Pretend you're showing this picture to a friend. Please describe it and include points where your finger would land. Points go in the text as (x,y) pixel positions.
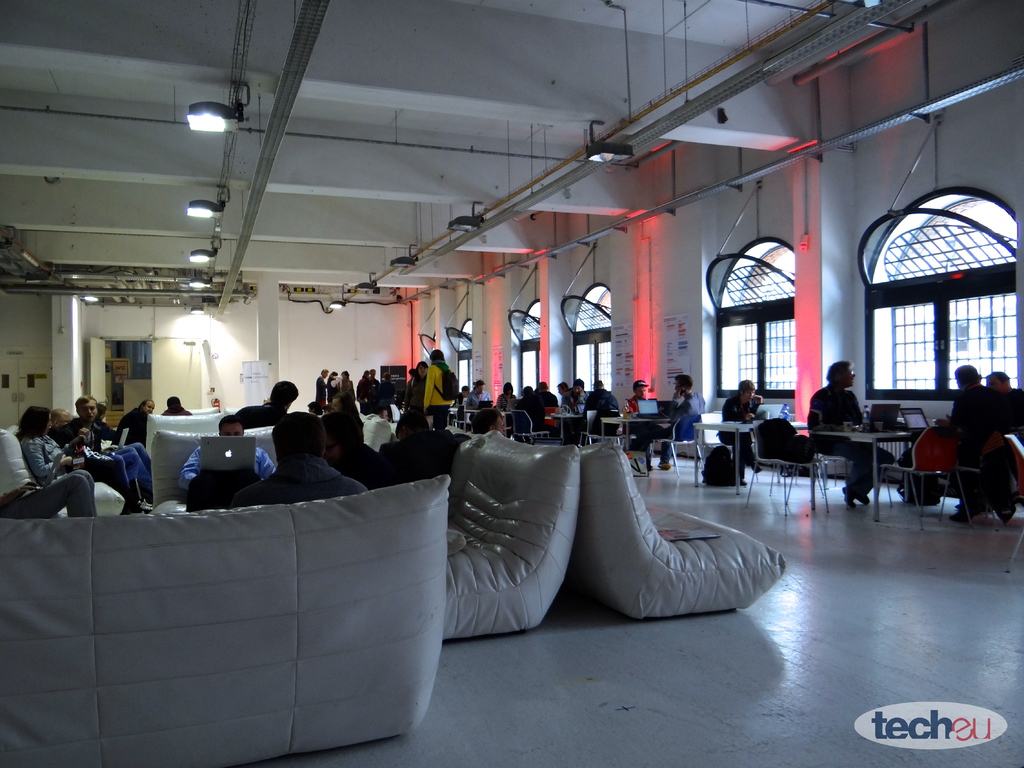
In this image I can see the floor (723,680), few couches (605,570) on the floor (678,670), few persons (318,495) sitting on the couches (471,589), few chairs (764,460), the wall (408,342), few persons (750,444) sitting on chairs (599,434), few tables (616,418), few windows (725,323), the ceiling (389,117), few metal rods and few lights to the ceiling (334,196), few banners (252,384) and few other objects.
